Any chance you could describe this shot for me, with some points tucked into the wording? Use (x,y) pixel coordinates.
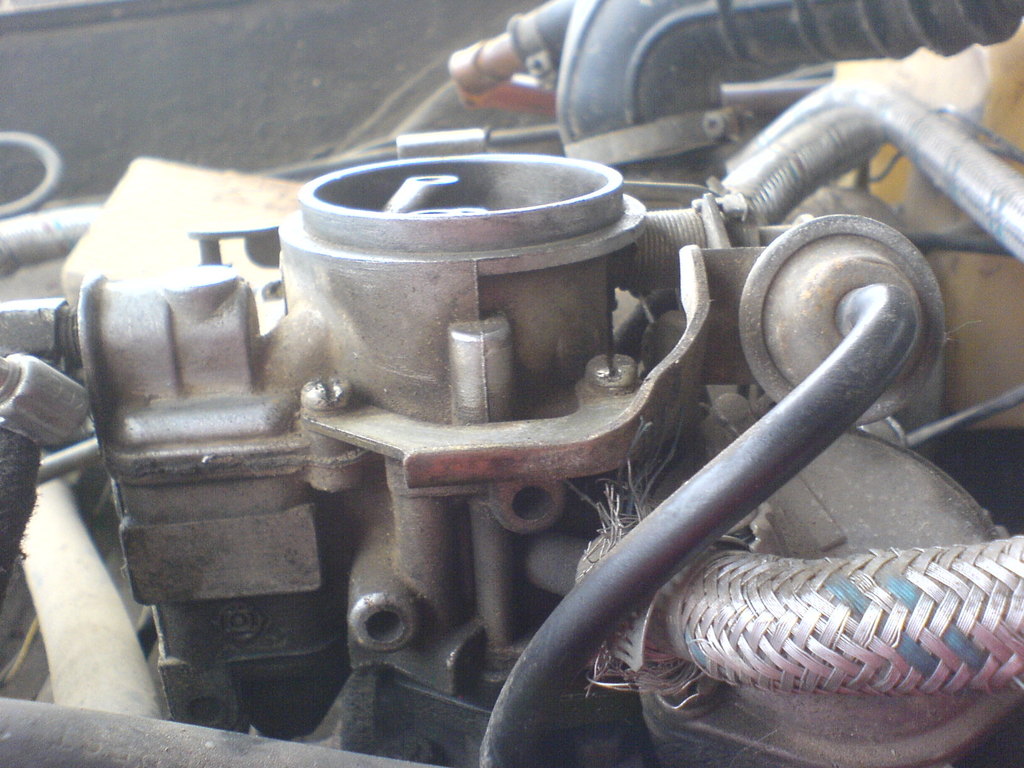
In this picture we can see metals (500,289) and pipes (858,569).
